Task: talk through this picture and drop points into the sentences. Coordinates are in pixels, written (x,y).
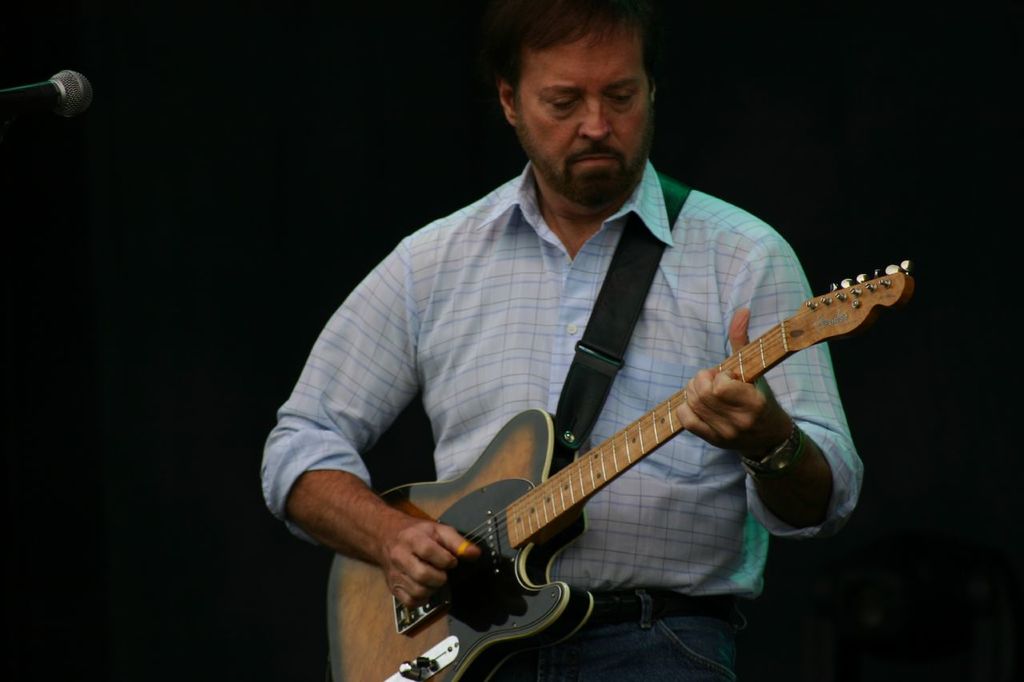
A man (550,95) is playing a guitar (532,499).
